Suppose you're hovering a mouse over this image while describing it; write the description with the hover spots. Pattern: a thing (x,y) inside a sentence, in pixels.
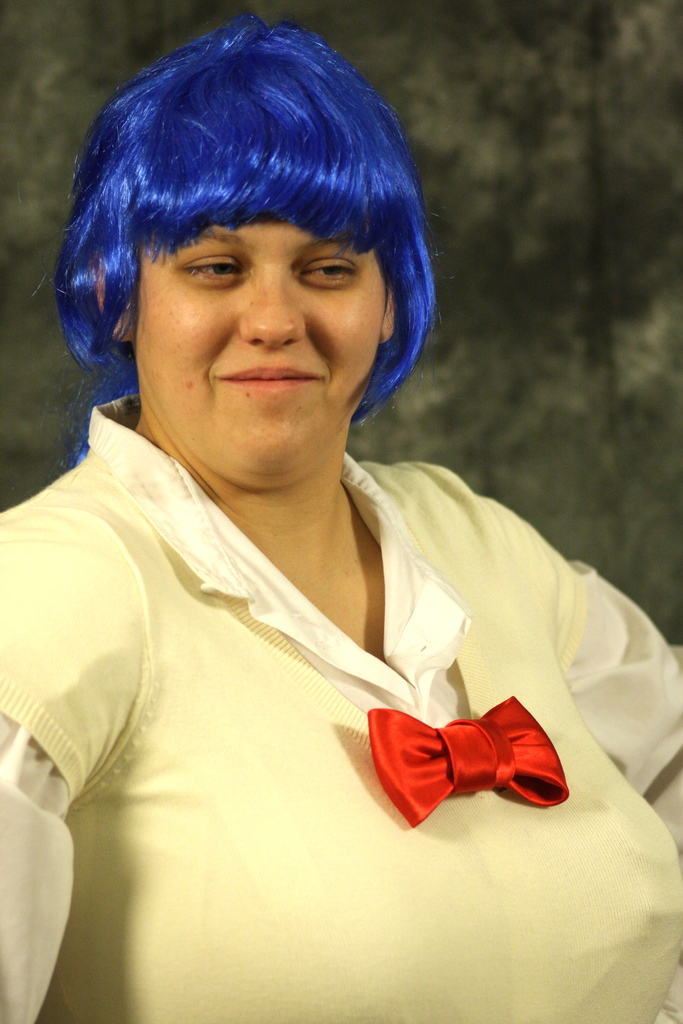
In this image, we can see a person (472,631) and the background (561,354).
